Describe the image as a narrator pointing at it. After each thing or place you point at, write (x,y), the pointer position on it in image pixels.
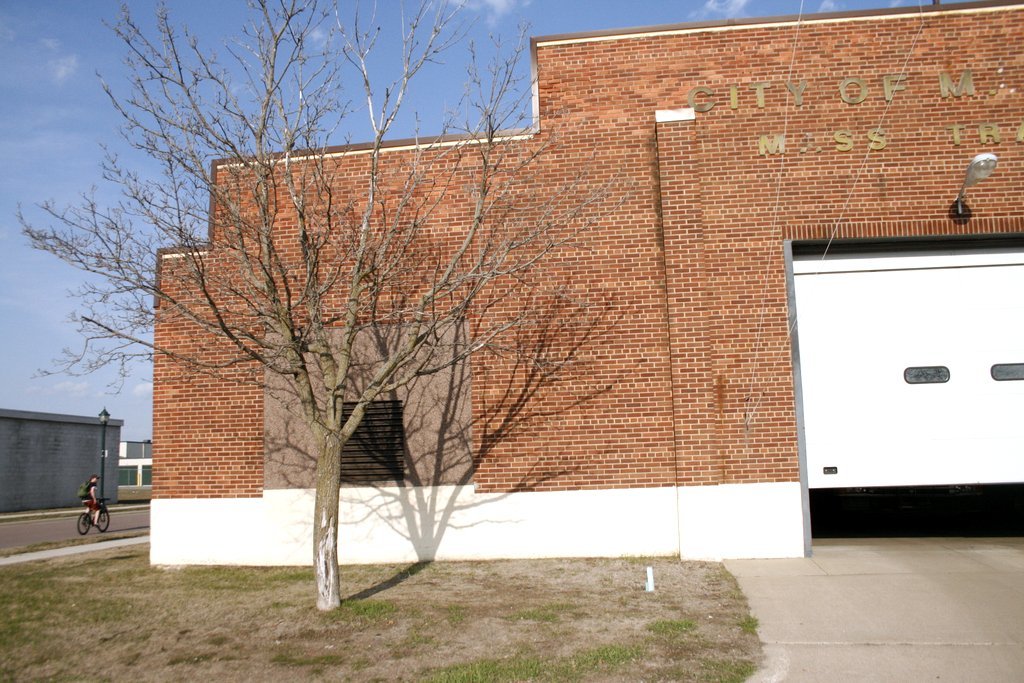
This image is clicked outside. There is building (666,323) in the middle (666,323). There is shutter (811,429) on the right side (941,320). There is a light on the right side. There is a tree (327,411) in the middle (415,342). There is a person (95,482) on bicycle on the left side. There is sky (488,46) at the top (76,27).
